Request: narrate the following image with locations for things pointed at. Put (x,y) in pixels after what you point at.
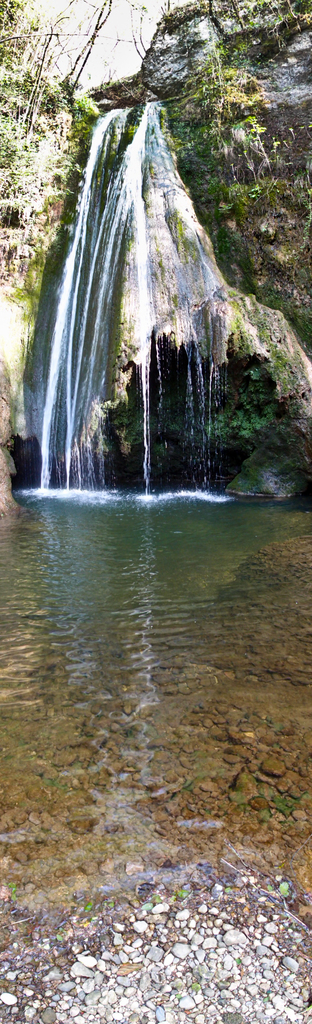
At the bottom (150,702) we can see water (146,639) and in the water (128,759) at the bottom (155,744) we can see small stones (141,721). In the background (125,229) we can see water (122,114) falling from the rocks (118,100) and there are trees (9,50) and sky (74,4).
